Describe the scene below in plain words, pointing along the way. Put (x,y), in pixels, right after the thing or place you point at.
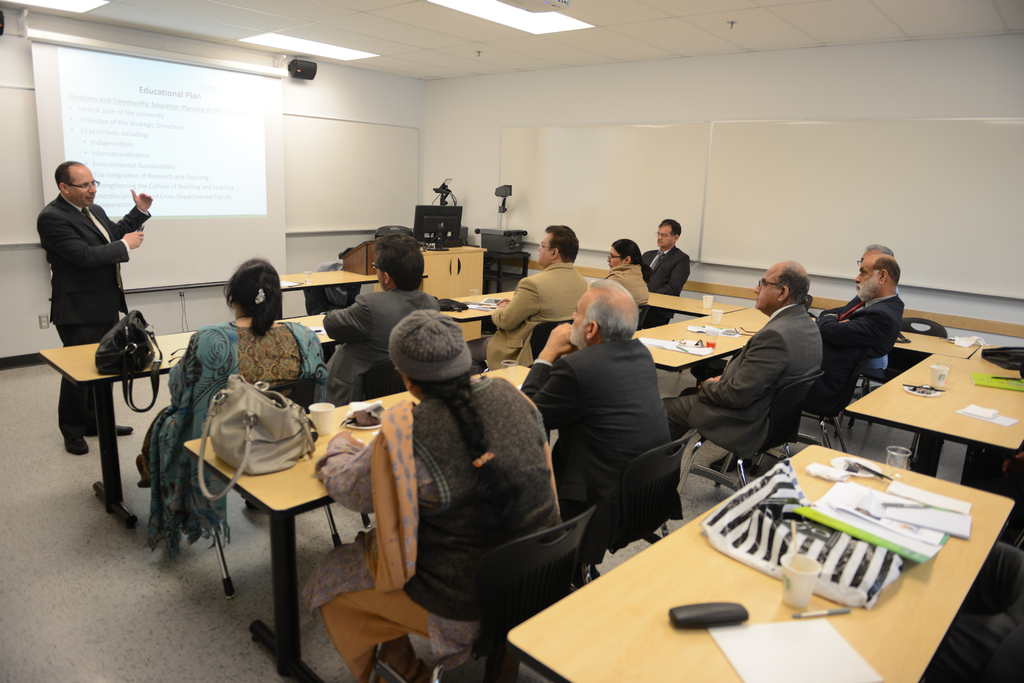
This image is clicked, in a classroom (618,621). There are many people (63,308) in this image. To the left (66,287), the man (105,284) wearing black suit (99,306), is standing and talking. In the background (214,130), there is a screen (229,151) along with speaker (298,69) on the wall (361,116). To the right (854,189), there are boards (770,197) on the wall (962,318). There are many tables (718,575) in this room (287,268).
